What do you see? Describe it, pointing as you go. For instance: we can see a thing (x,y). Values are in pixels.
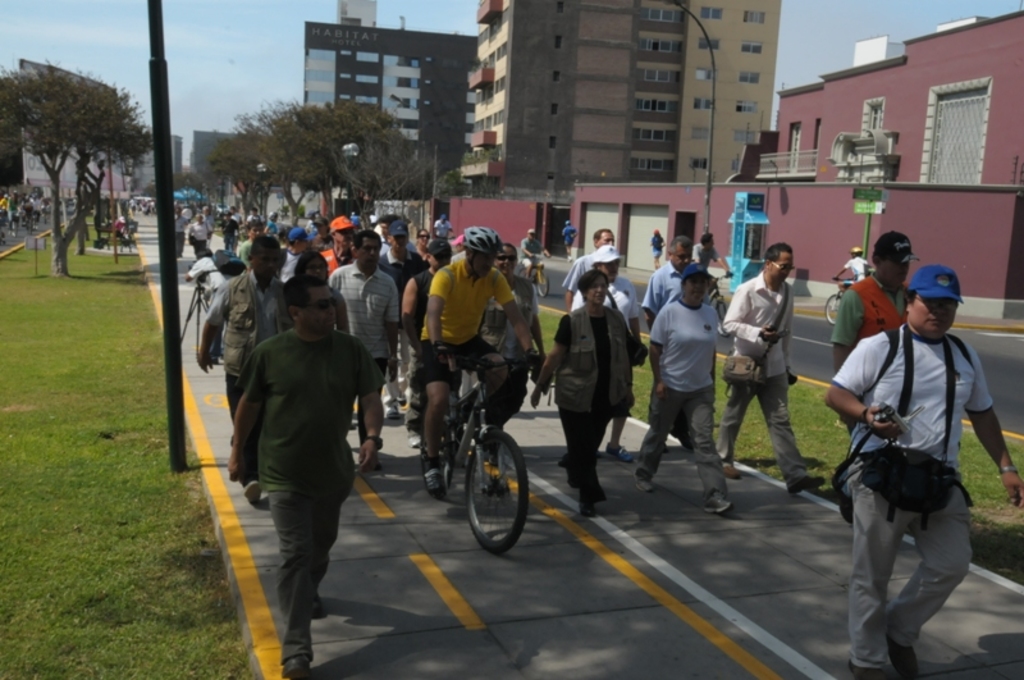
It seems to be the image is taken outside of the city. In the image there is a man (459,306) sitting on bicycle (457,361) and riding it, and there are group of people (359,295) walking. On right side (856,184) there are some buildings (832,149), street lights (687,13) and trees (378,133) and left side (52,119) also we can see some trees (65,121) and buildings (72,170) and there is a sky (233,34) on top (229,46), at bottom (367,519) we can see a road (501,579) which is in black color and also a grass (71,551) which is in green color.
